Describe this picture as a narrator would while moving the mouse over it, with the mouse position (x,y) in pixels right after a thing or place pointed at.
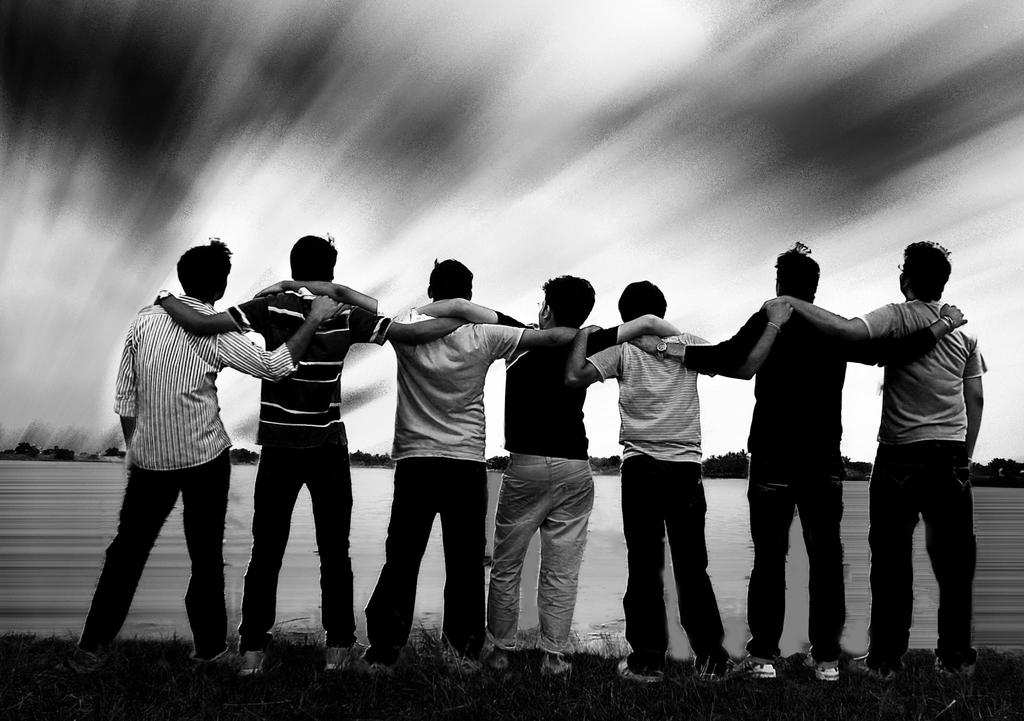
In the picture I can see a group of men (569,423) are standing on the ground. In the background (437,542) I can see the water (81,526) and trees (744,467). This picture is black and white in color.
